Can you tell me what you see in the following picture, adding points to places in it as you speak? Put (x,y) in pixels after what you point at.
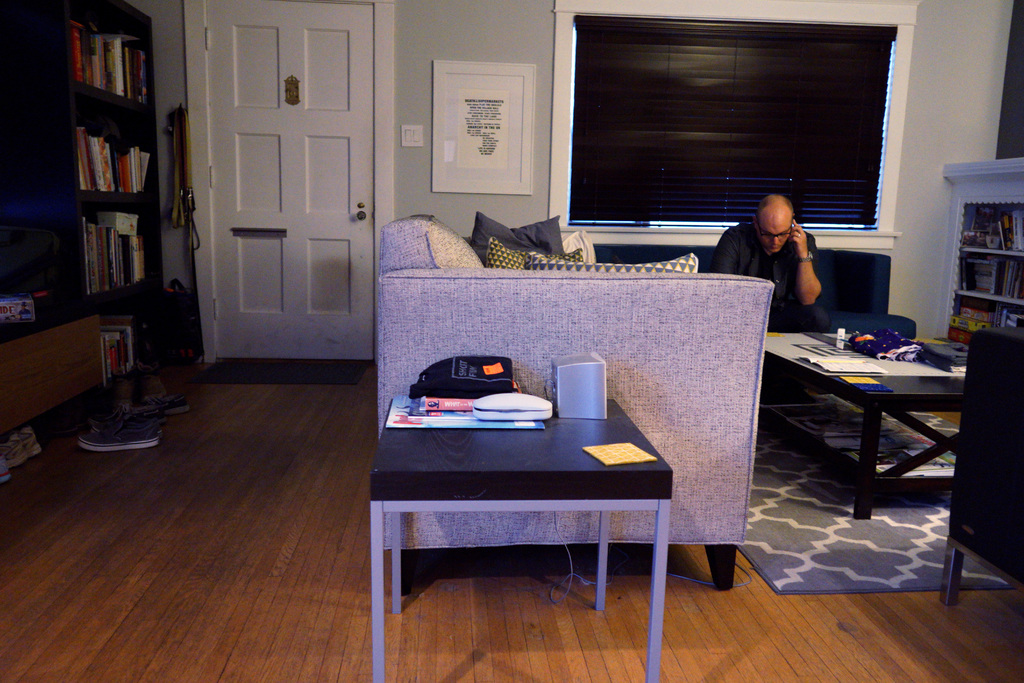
This picture shows a man (736,230) seated on a sofa (822,268) and he holds a mobile (791,234) in his hand (801,243) and we see a bookshelf (980,165) and a door (351,333), shoes (108,414) and a table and we see papers (850,358).
